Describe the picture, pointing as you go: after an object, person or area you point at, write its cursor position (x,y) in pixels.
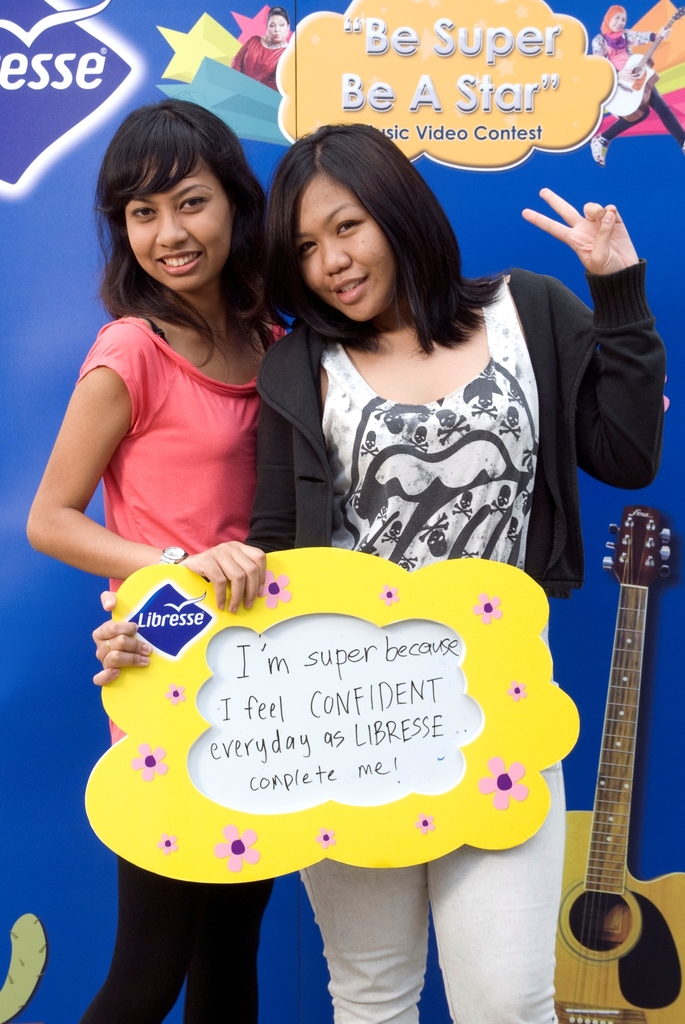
On the background (476,73) we can see a banner (355,63) "be super be a star". Here we can see two women (399,329) giving a nice still to the camera by holding a board (303,810) in their hands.
